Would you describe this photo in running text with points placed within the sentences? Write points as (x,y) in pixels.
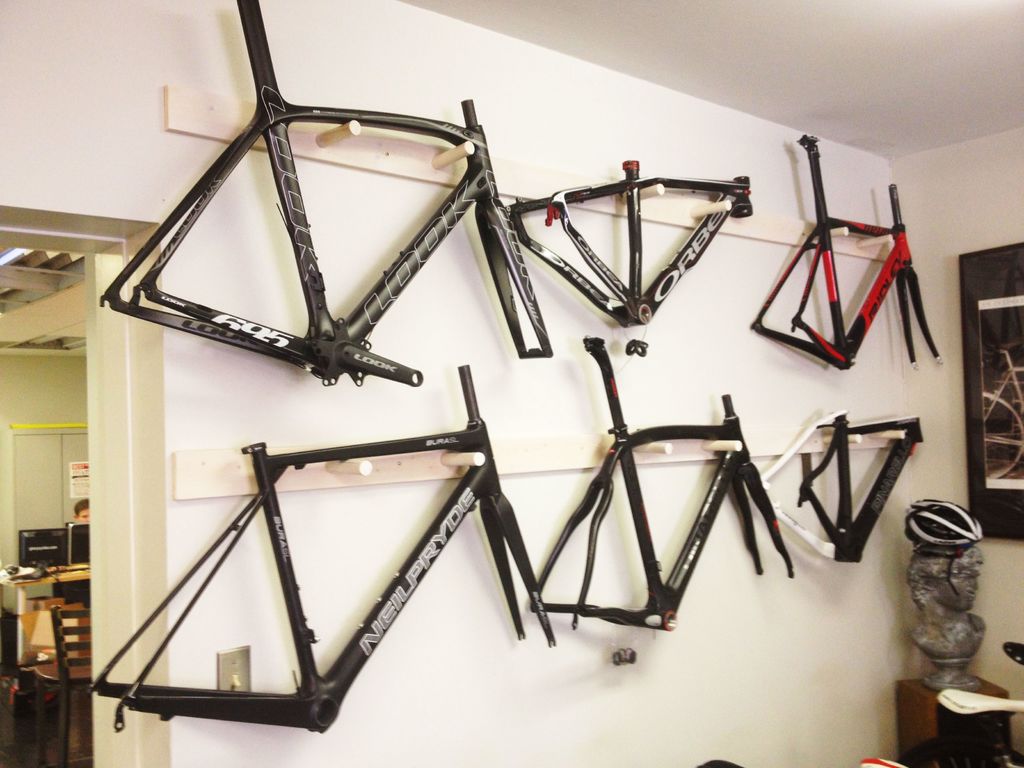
In this image I can see few black colour things (289,338) on wall (366,411). Here I can see a sculpture (965,577) and in background (70,624) I can see a chair (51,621), a table (32,584), a person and a monitor (65,551).
